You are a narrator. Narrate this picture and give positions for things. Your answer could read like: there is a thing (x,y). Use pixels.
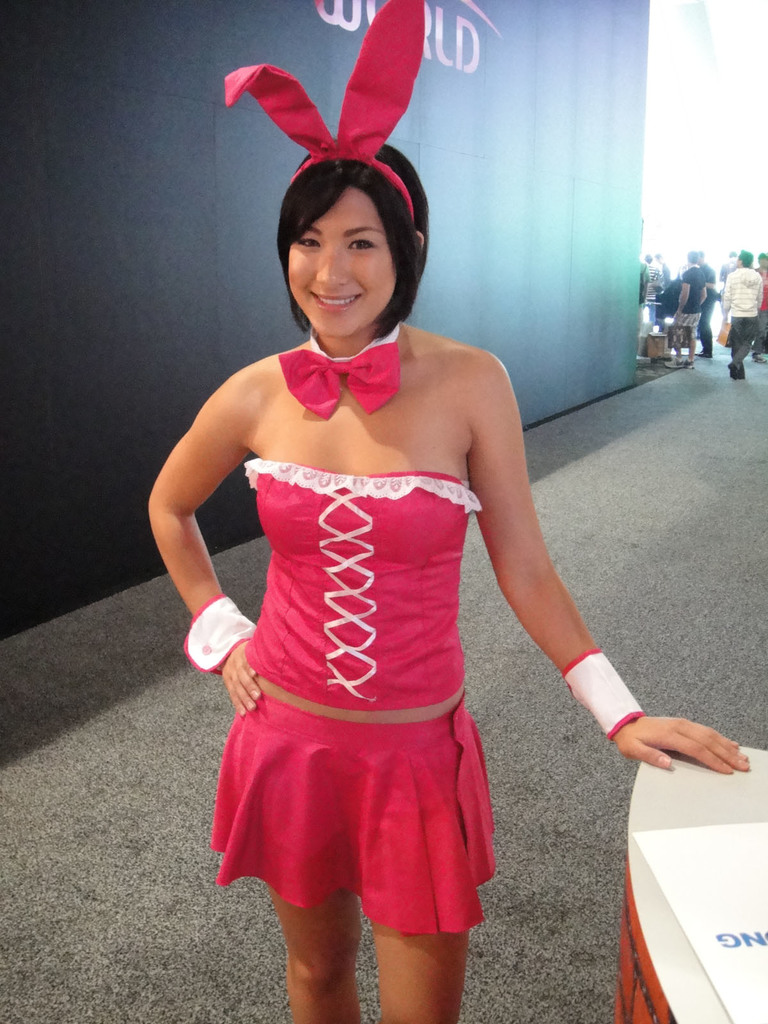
This image consists of a woman (356,487) wearing a red dress (352,752) is standing. To the right (680,983), there is a table (634,958). To the left (103,299), there is a wall (106,372) which looks like a banner (130,264). At the bottom (114,789), there is a floor (141,753). In the background (699,295), there are many people (692,303).
